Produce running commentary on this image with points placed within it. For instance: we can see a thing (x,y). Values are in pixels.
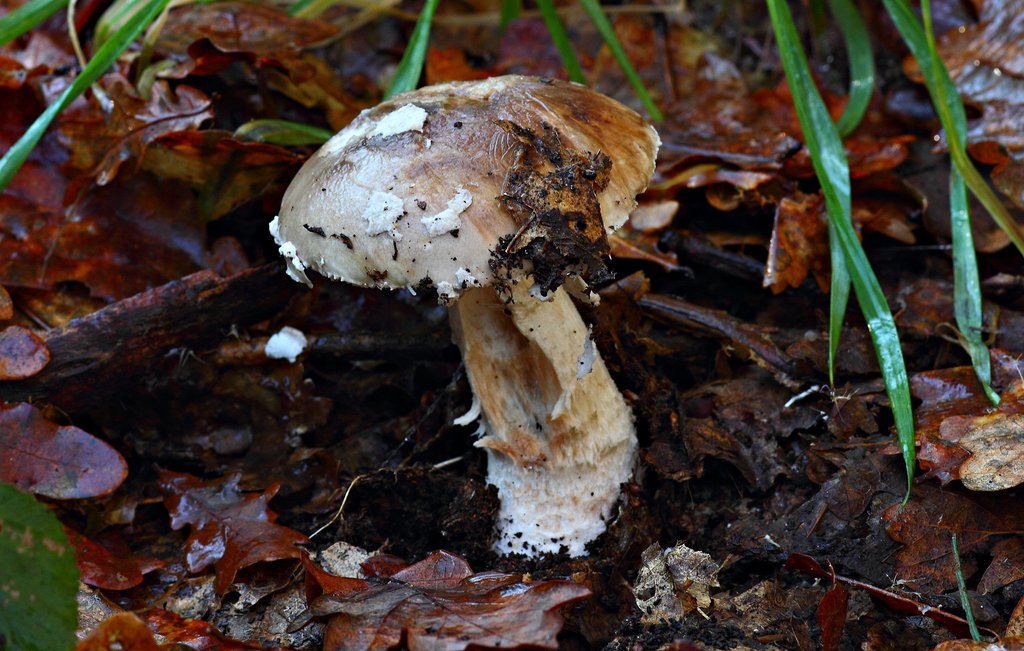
In this image, this looks like a mushroom (501,480). These are the dried leaves (390,593). I think this is a grass (840,173).
